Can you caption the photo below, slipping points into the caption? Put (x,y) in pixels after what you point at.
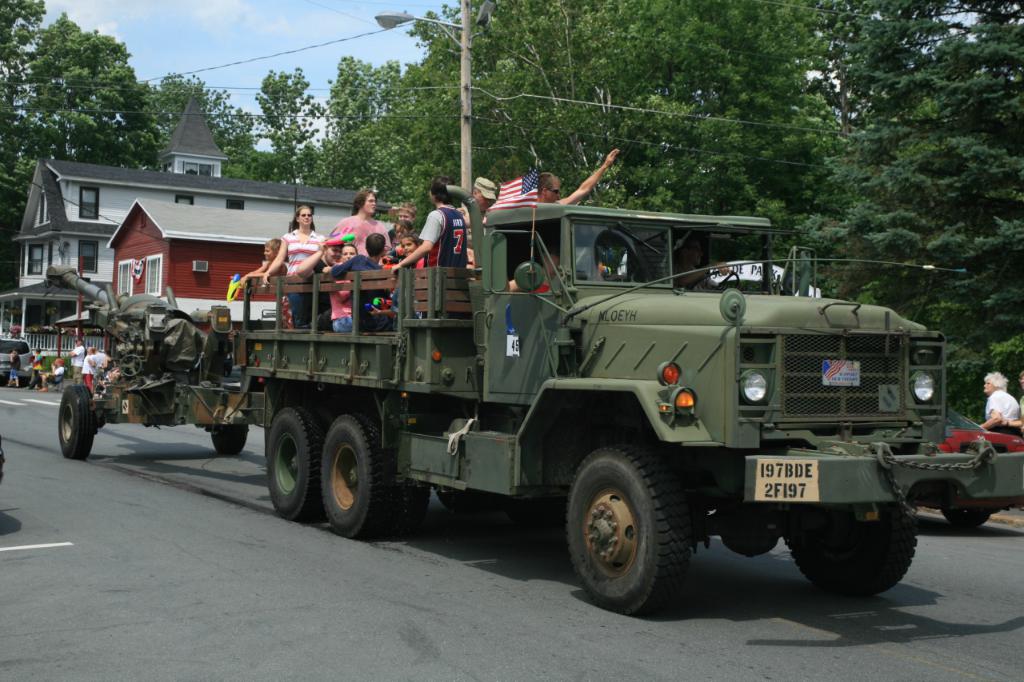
In this image we can see motor vehicles (540,479) on the road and persons (366,318) sitting in the carriage (406,354) of one of them. In the background (360,137) there are trees (600,93), street poles (462,65), street lights (460,49), electric cables (476,115), buildings (186,178), persons (56,373) sitting and standing on the road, grill (71,338) and sky (174,66) with clouds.
